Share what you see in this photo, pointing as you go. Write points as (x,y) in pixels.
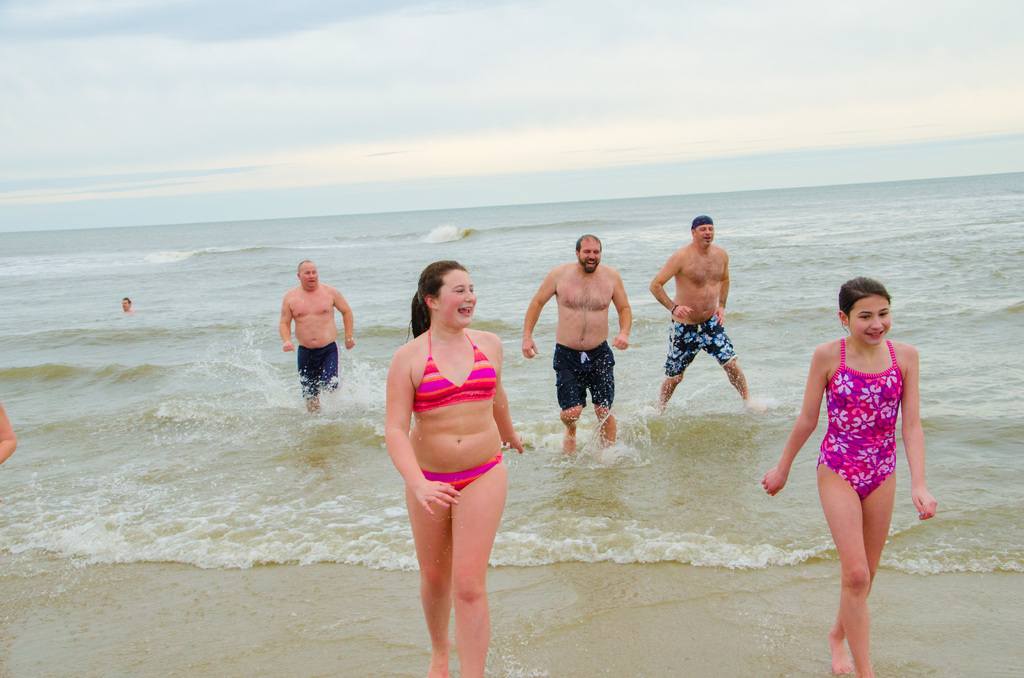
In this picture we can observe women (837,408) and men (669,297) in the beach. In the background (249,327) there is an ocean (469,259). We can observe a sky (375,54) with clouds (351,102). All of them were smiling.
